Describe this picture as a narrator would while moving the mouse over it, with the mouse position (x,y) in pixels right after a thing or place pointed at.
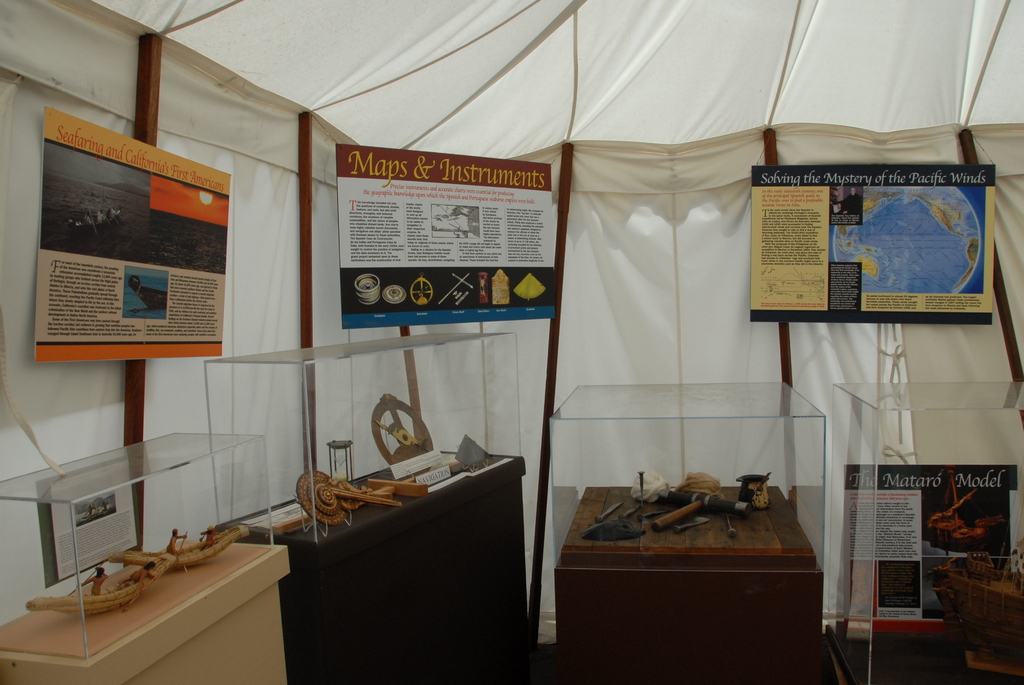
In this picture I can observe some objects (404,446) placed in the glass boxes (300,453). These glass boxes (225,504) are placed on the desks (429,586) which are in brown black and cream colors. I can observe some boards (189,262). There is some text (362,254) on these boards (415,234). In this picture there is a white color fabric tent (553,84).
